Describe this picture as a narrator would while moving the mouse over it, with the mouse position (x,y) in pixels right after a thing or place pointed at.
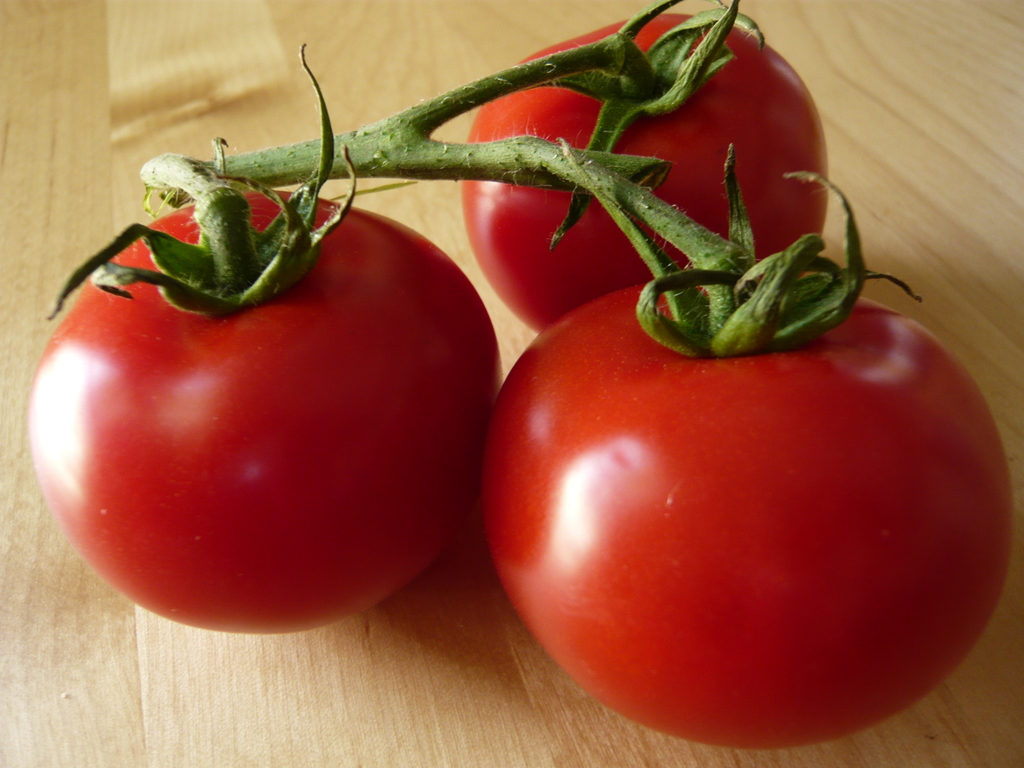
In this image I can see there are 3 red color tomatoes (603,313) on a wooden board (457,590).
